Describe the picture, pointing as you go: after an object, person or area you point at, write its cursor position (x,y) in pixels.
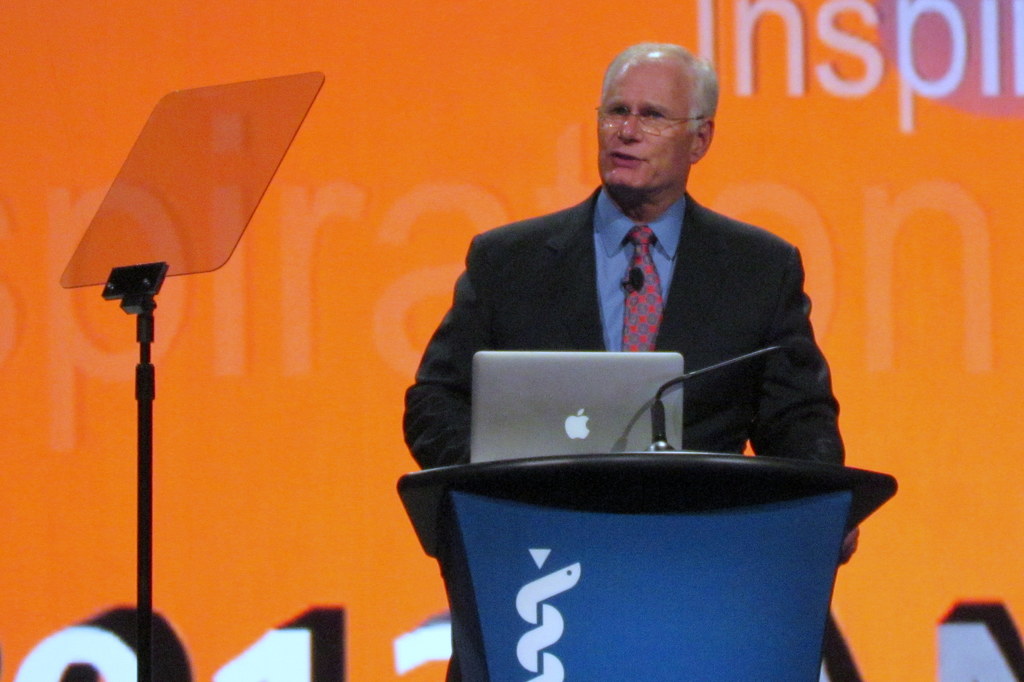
In the foreground (591,399), I can see a person (742,442) is standing in front of a table (757,502) on which I can see a laptop (645,392) and a mike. In the background (1009,469), I can see a screen (967,368) and a metal object (195,118). This image taken, maybe in a hall (375,426).
